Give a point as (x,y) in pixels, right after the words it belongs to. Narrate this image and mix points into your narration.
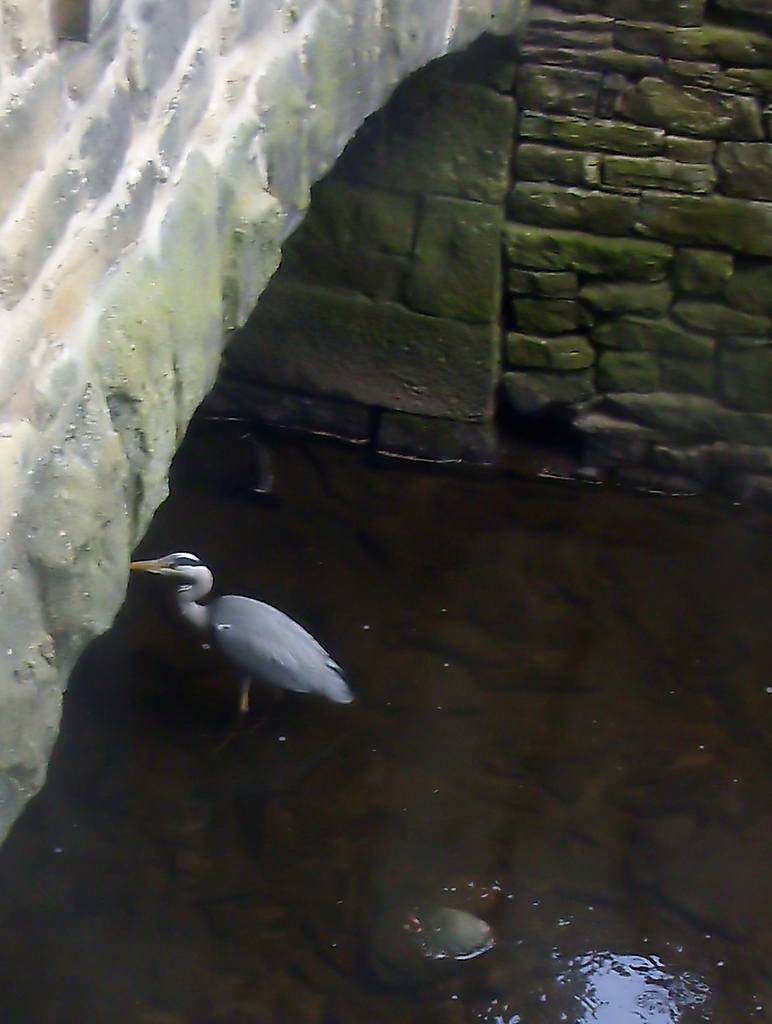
At the bottom of the image (415,823) there is water (250,761). There is a bird (191,570). In the background of the image (444,410) there is wall (439,341).
